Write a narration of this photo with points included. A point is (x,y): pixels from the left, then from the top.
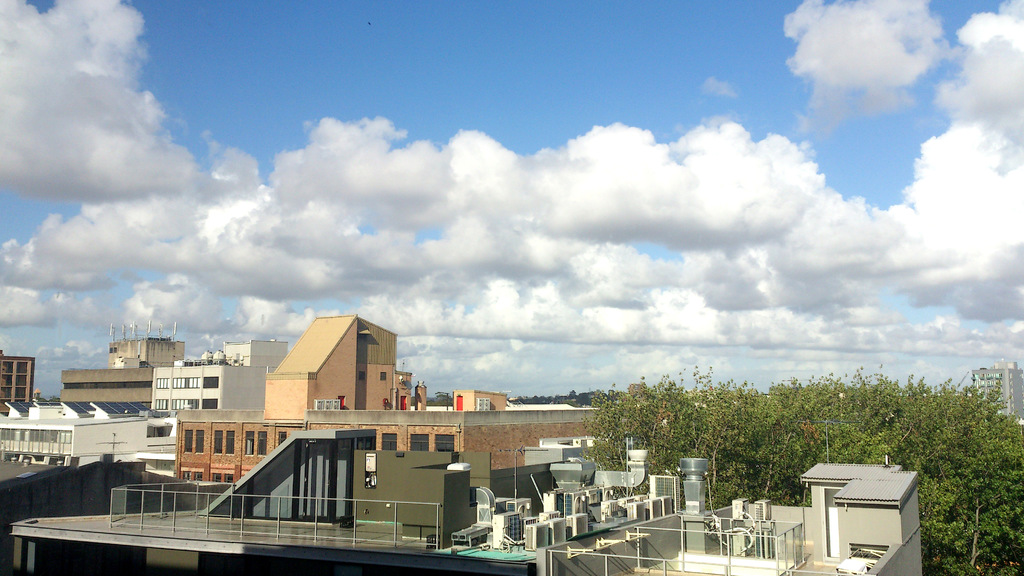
In this image we can see buildings (326,478), air conditioners (664,494), trees (740,444), solar panels (113,415), sky (483,86) and clouds (387,207).
